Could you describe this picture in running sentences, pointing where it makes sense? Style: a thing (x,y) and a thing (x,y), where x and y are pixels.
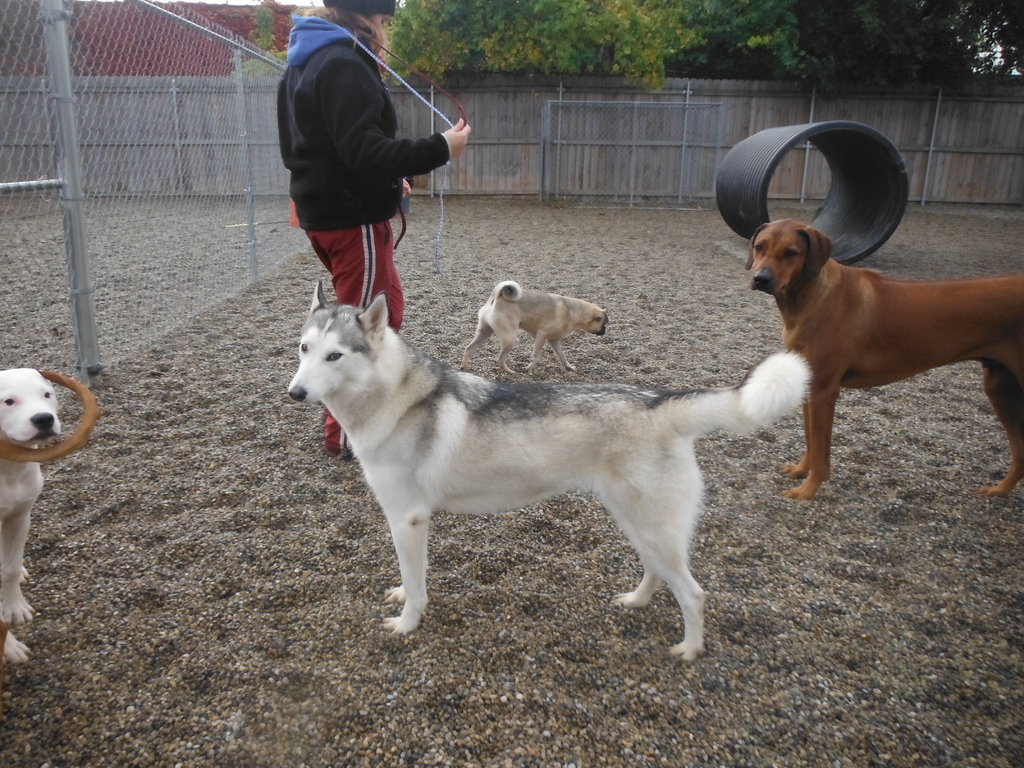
There is a person (311,148) standing and we can see dogs (595,472) on the surface (775,553) and fence (618,111). Background (501,87) we can see wooden wall (496,104), trees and roof top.
